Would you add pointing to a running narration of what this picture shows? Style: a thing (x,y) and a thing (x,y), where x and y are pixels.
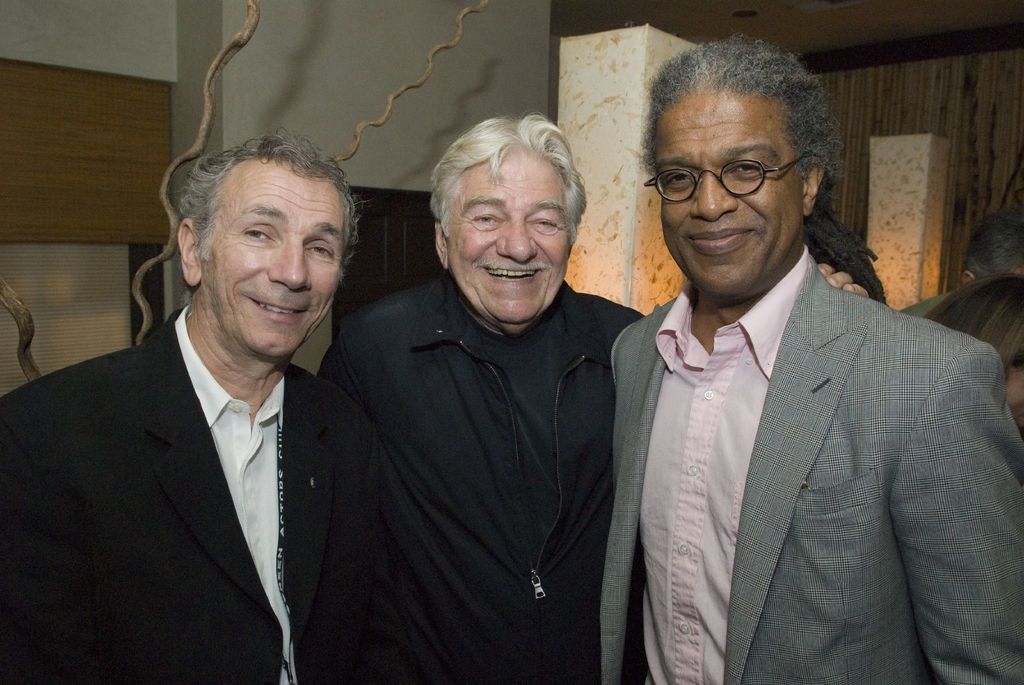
In front of the picture, we see three men (467,504) are standing. Three of them (366,415) are smiling and they are posing for the photo. The man (755,511) on the right side (821,397) is wearing the spectacles (665,182). Behind them, we see a white wall (411,40) and white pillars (615,107). On the left side (100,98), we see a wooden board (41,172). In the background (858,103), we see a curtain (943,128).
